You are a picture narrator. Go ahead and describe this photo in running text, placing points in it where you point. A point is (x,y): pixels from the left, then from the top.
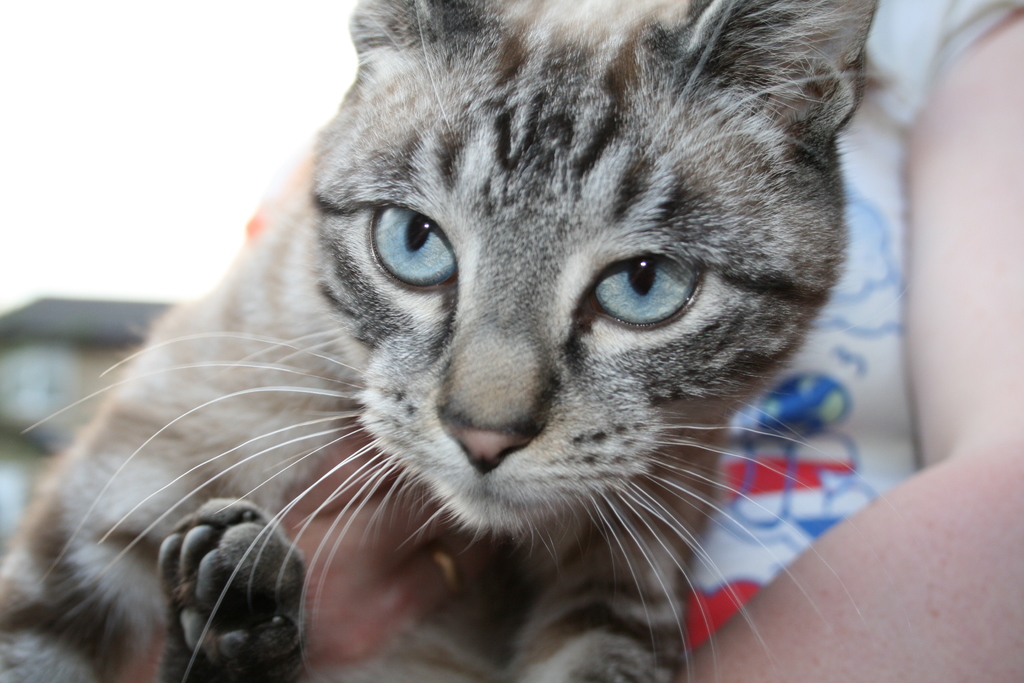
In this image we can see a cat (521,486) and hand (877,560) of a person (790,466).
